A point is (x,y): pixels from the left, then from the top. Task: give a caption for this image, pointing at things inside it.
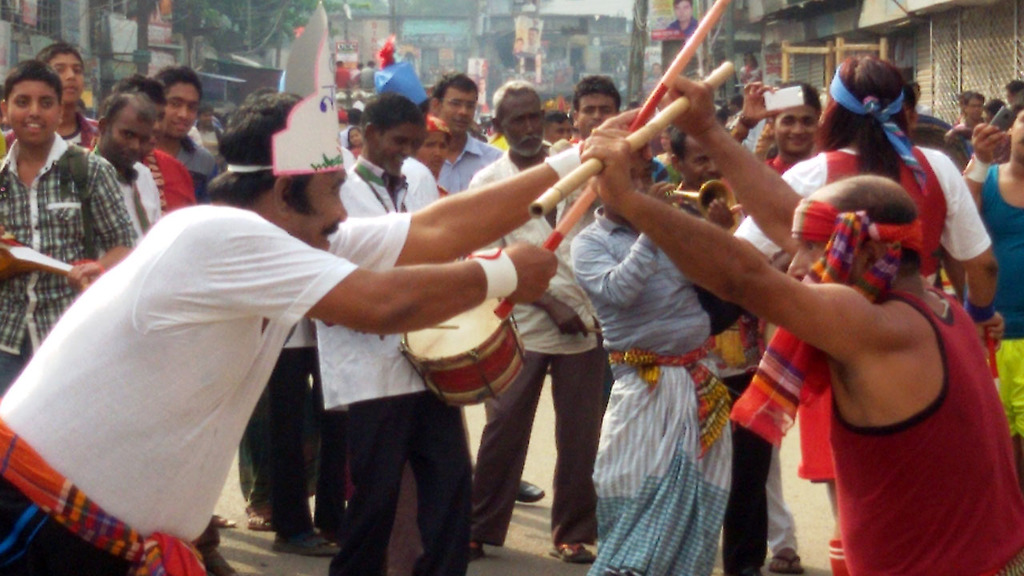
In this image there are a few people (859,286) dancing with sticks (584,200) on the road (790,466), behind them there are a few spectators (966,134). In the background (120,50) there are buildings (1009,46), trees (259,1), banners (521,44) and poles (872,45).
